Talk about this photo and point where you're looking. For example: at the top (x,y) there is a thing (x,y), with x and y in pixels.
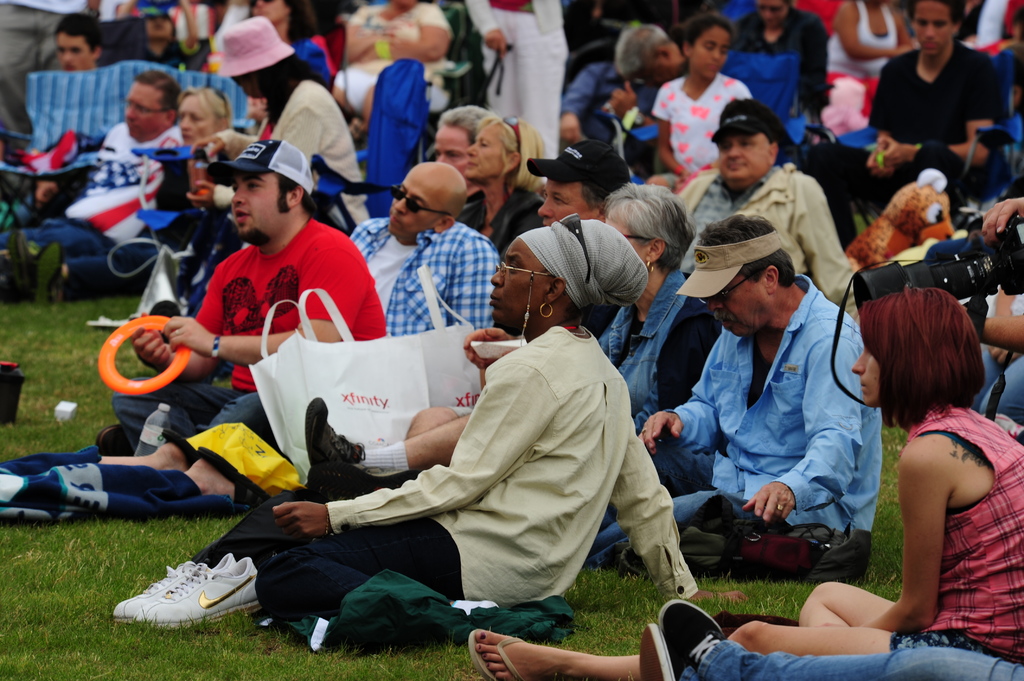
In this picture there is a woman (560,237) who is wearing shirt (508,468), trouser (340,560) and shoe (151,608). She is sitting on the ground (362,669), beside her we can see an old man (767,315) who is wearing blue shirt (744,415). Beside him we can see old woman (650,342) who is wearing jacket (634,356) and spectacle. In front of her we can see two plastic bags (390,372). Beside that we can see a man (272,212) who is wearing red t-shirt (282,292) and holding orange color plastic (144,384). On the right (991,214) there is a man (1006,206) who is holding a camera (961,262). In the background (505,122) we can see the group of person (821,60) sitting on the chair (803,157) and grass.
